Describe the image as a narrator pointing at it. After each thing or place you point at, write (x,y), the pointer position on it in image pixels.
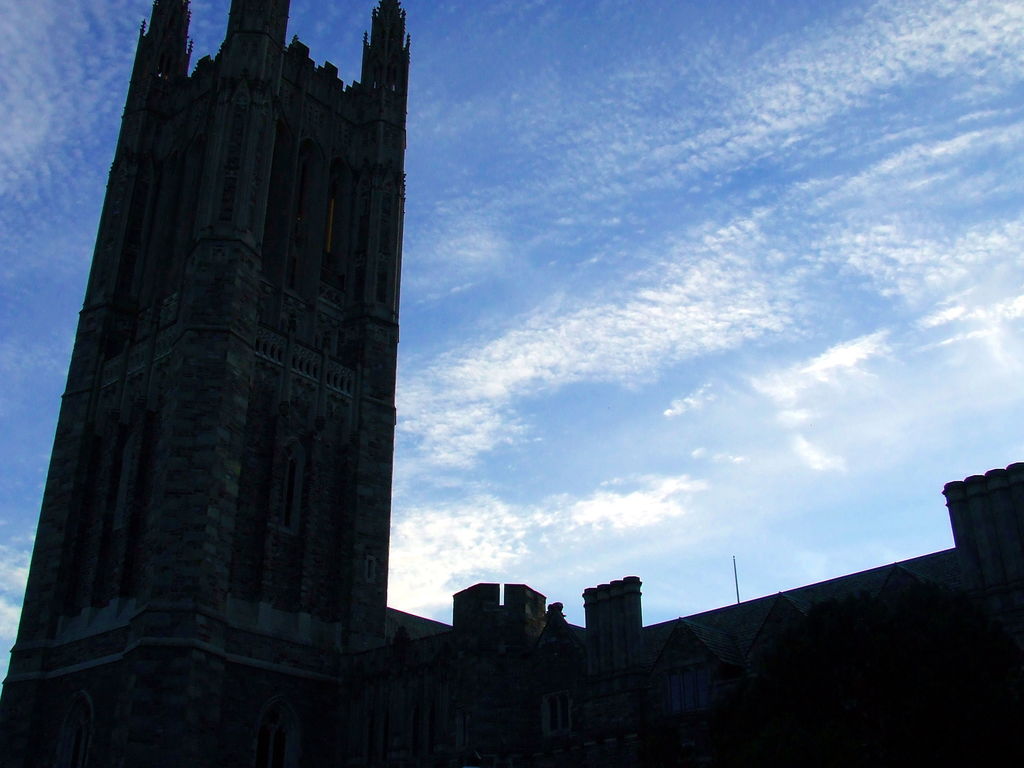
In this image we can see buildings (181,30) and sky (431,280) with clouds (737,328) in the background (557,225).
